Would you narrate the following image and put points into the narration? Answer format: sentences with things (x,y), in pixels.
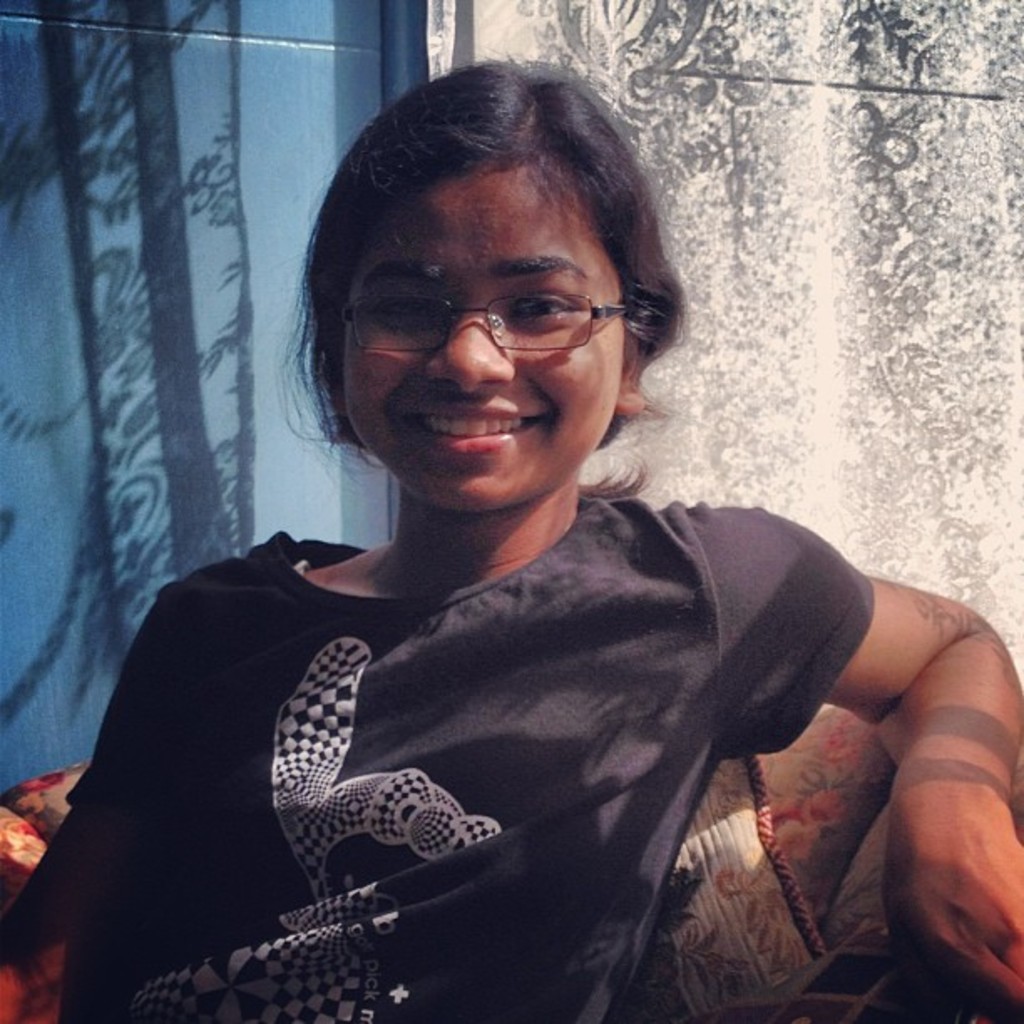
Here I can see a girl (406,660) wearing a t-shirt (516,726), sitting on a couch (852,908), smiling and giving pose for the picture. At the back of her there is a pillow (696,898). In the background (177,215) there is a wall (216,115) and a curtain (763,311).
